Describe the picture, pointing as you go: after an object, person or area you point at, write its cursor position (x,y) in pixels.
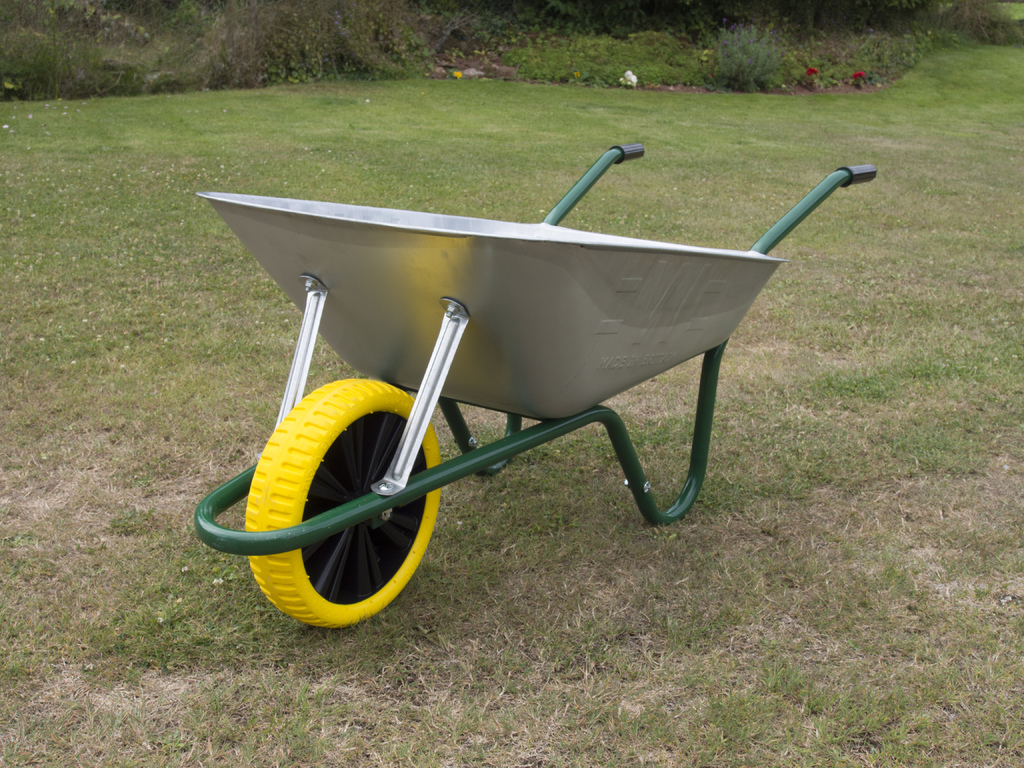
In this image I see a trolley (452,319) over here which is of silver, yellow, black and green in color and I see the green grass (439,194). In the background (663,23) I see the plants (634,32).
